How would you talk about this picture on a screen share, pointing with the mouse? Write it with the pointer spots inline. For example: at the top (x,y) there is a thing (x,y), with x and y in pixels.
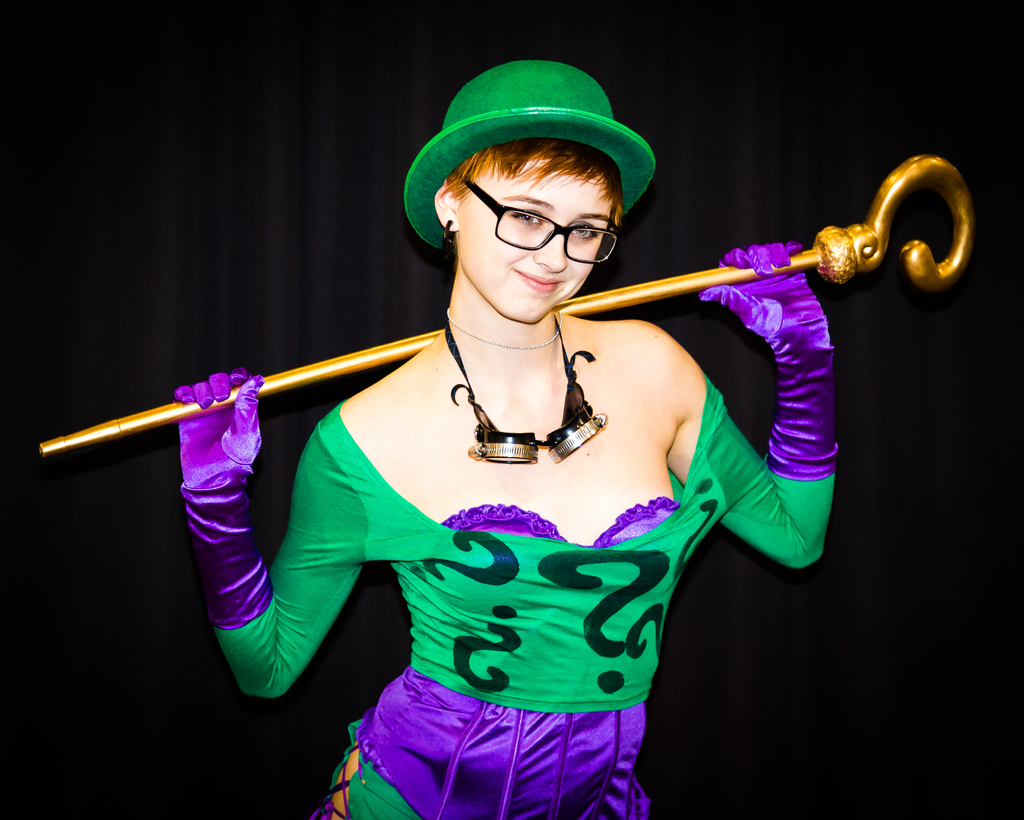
In the image I can see a lady (538,332) who is wearing the cap (621,158) and holding the stick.
